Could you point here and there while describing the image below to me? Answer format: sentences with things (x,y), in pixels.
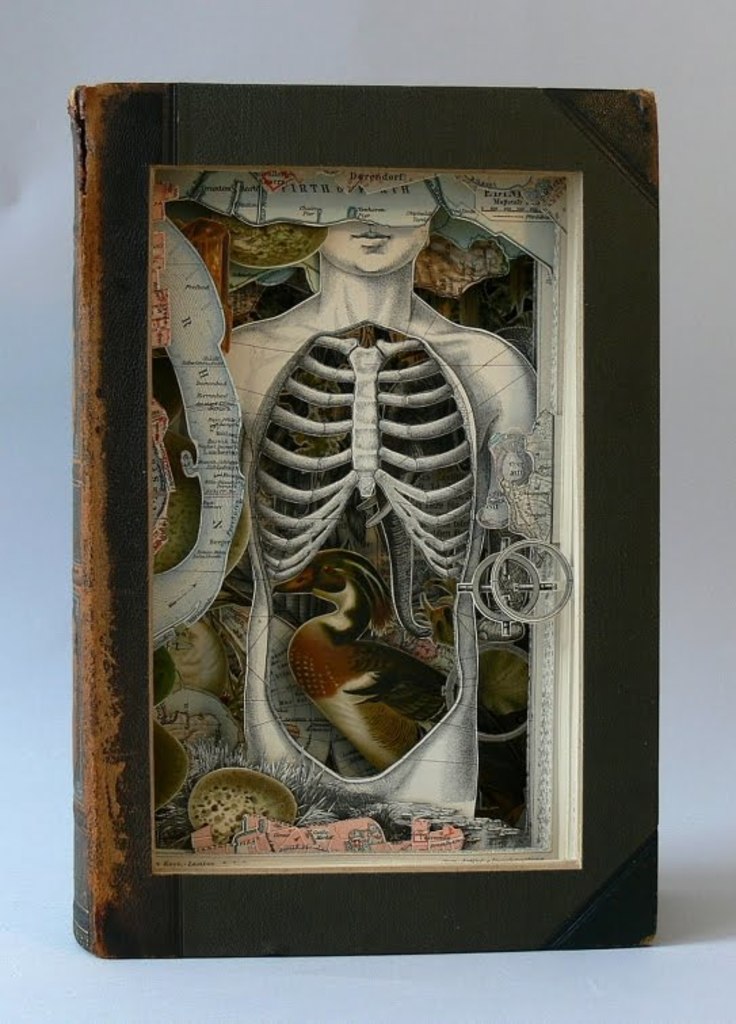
In this picture I can see the book (415,393).
